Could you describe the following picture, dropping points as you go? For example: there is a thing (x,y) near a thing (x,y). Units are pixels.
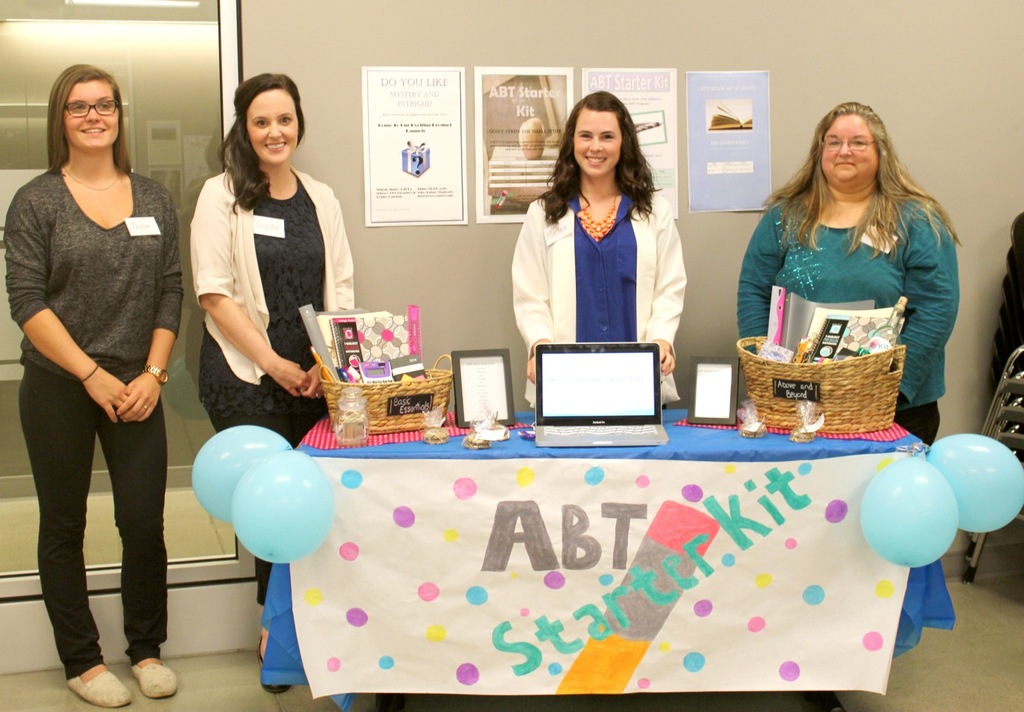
There are four women (574,262) standing on the floor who are smiling very beautifully. There is a table (719,443) placed in front of them where a laptop (572,434) placed over it and there are two baskets (849,408) which is also placed on the table (388,455) and there are two photographs (491,387) placed on it. We can see four balloons (914,506). There are four wall posters (457,78) placed or stick on wall (459,39). There are few chairs (1002,338) which is placed right corner of the image (994,388).
